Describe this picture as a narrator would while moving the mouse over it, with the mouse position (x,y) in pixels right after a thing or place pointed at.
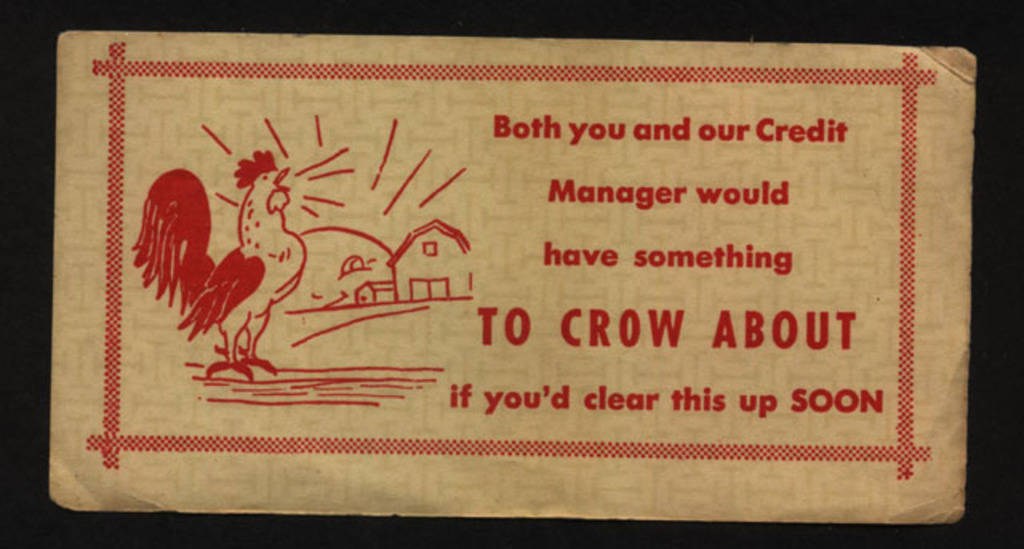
In this image, we can see a sketch (264,239) of a rooster (299,260) and some houses (406,275) and some text (660,311) on the board (158,423) and the background (542,17) is dark.
